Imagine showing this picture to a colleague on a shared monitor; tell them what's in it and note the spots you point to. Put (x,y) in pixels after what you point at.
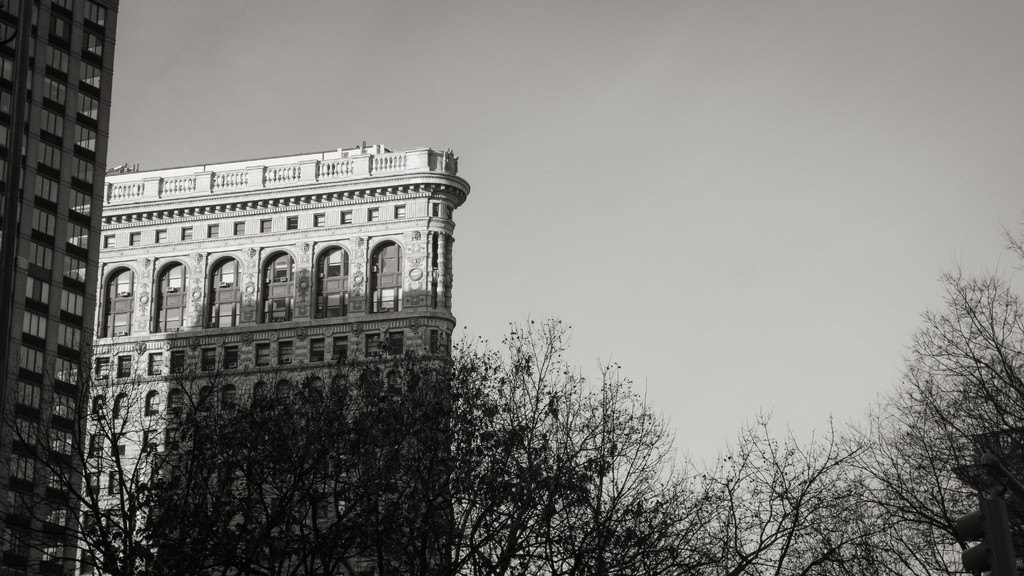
In this picture there are trees (420,452). We can observe large buildings (163,248) in the left side (118,261). In the background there is a sky (726,221).
